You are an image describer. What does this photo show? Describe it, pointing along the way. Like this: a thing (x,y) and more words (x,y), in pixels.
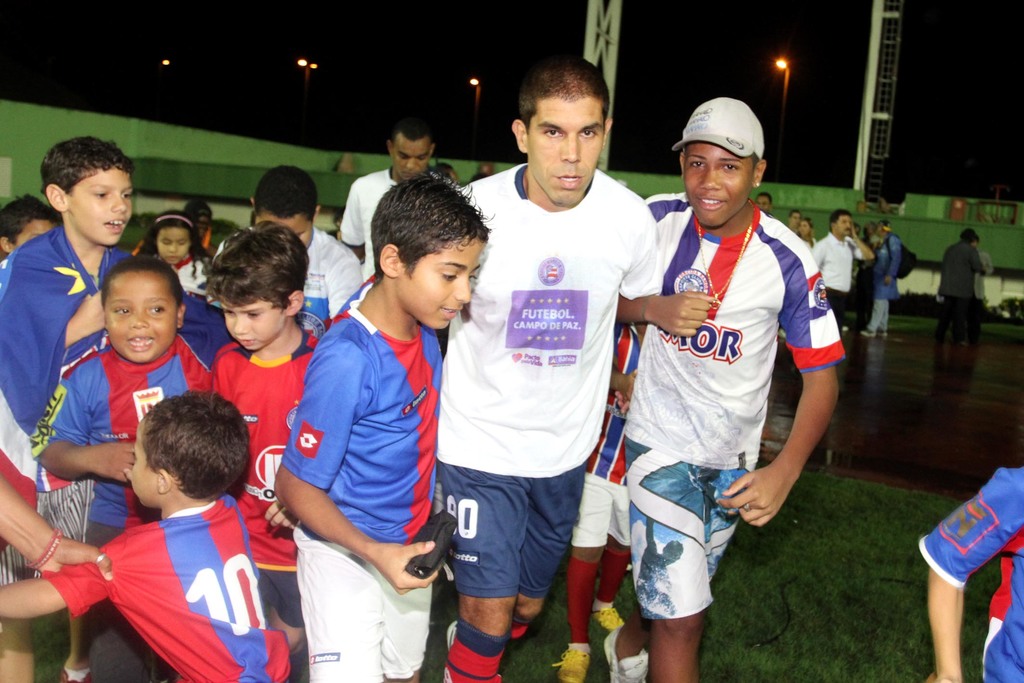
In this image we can see people (536,398) standing on the ground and floor (821,465). In the background (511,96) there are street poles (788,83), street lights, grills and sky (449,94).
